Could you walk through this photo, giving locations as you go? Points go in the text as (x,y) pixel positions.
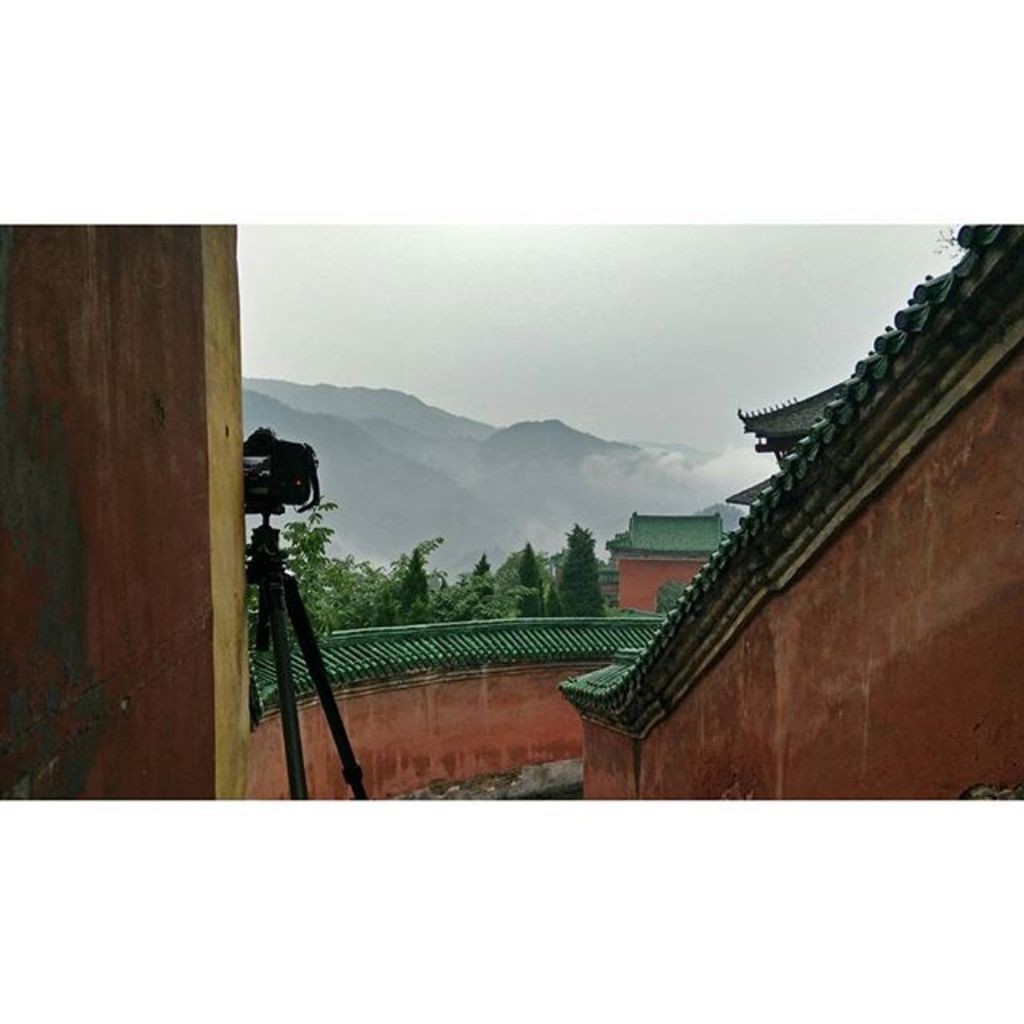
There is the structure of a house (641,579), boundary (471,646), video recorder (248,483) on a stand (262,546) and a wooden pillar (230,568) in the foreground area of the image (228,733). There is a roof (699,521) on the right side (690,624), there are trees (491,596), mountains (498,441) and sky (570,351) in the background area (550,381).
